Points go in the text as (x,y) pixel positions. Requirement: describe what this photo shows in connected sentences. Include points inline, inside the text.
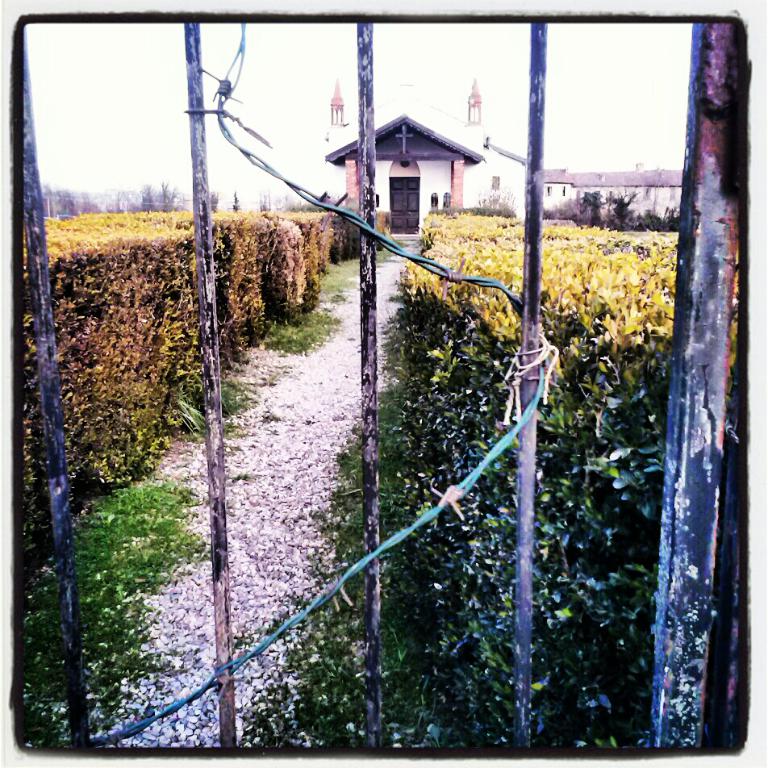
In this image I can see a metal gate (732,249), the road (243,586), few trees (250,341) on both sides of the road (262,603) which are yellow, brown and green in color and few buildings (477,197). In the background (318,159) I can see few trees (84,203) and the sky (156,168).
